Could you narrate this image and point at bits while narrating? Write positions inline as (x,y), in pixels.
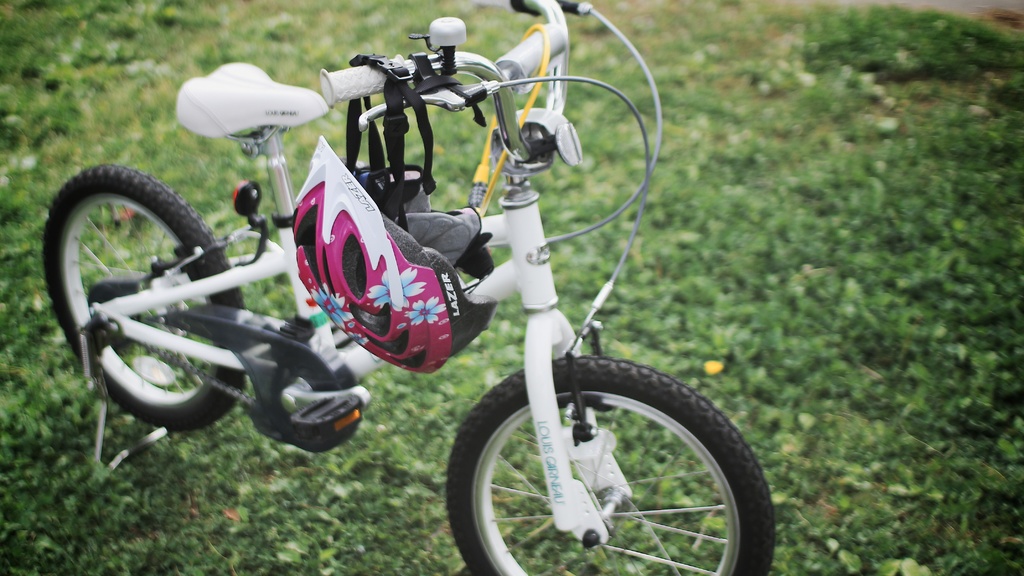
In this picture we can see a bicycle (322,329) and a helmet (391,292) here, at the bottom (850,395) there is grass (837,370), the bicycle (578,350) is off white color.
